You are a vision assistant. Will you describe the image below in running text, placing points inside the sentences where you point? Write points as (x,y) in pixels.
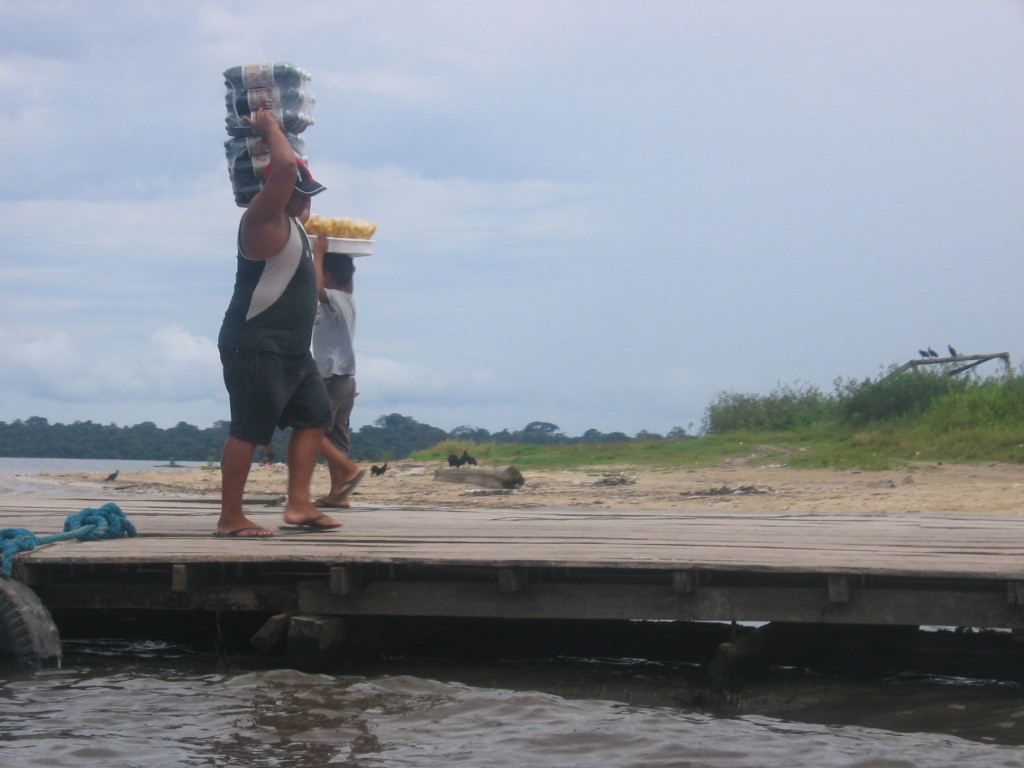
In the picture we can see a path (1020,559) on the water surface (273,734), and on the path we can see two men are walking holding something on head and in the background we can see a grass surface (923,432) with plants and in the background (444,58) we can see many trees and the sky (456,262) with clouds (70,352).
